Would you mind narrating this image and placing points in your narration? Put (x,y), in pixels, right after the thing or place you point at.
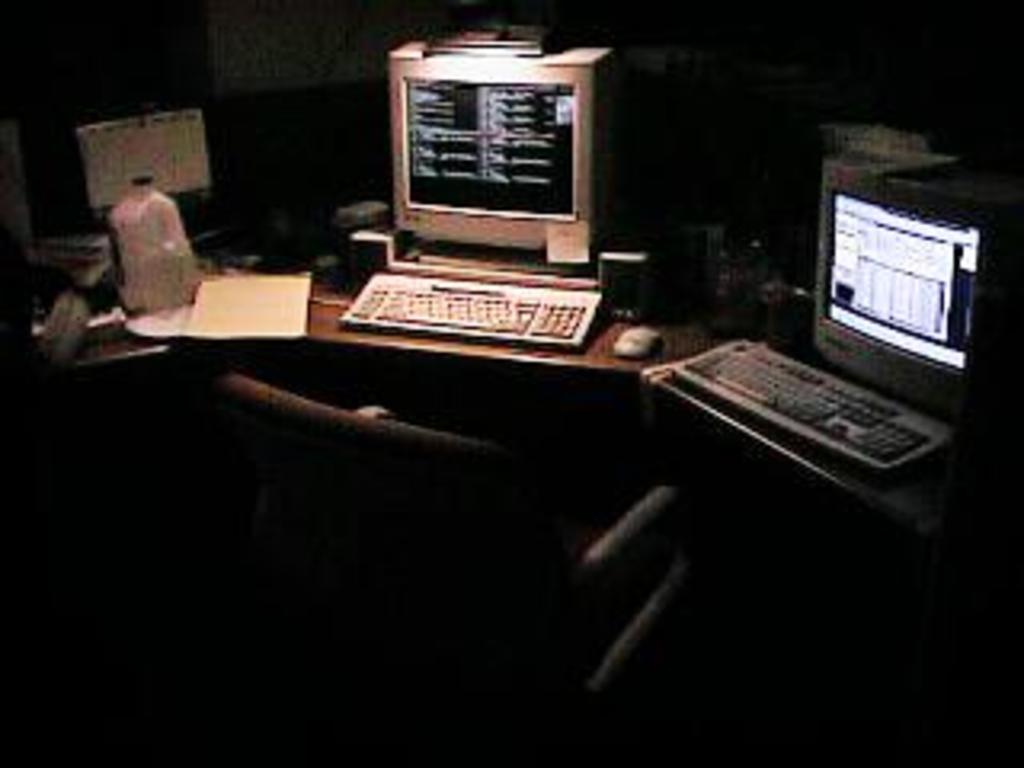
This image is clicked in a room (412,395). In the front (857,408), there are two computers (554,184) kept on a table (523,351) along with keyboards (738,391) and mouse (620,345). To the left (130,218), there is a bottle (176,285) and books (253,286) kept on the desk (113,267). In the background (274,42), there is a wall (607,14). At the bottom (419,653), there is a chair (379,661).
